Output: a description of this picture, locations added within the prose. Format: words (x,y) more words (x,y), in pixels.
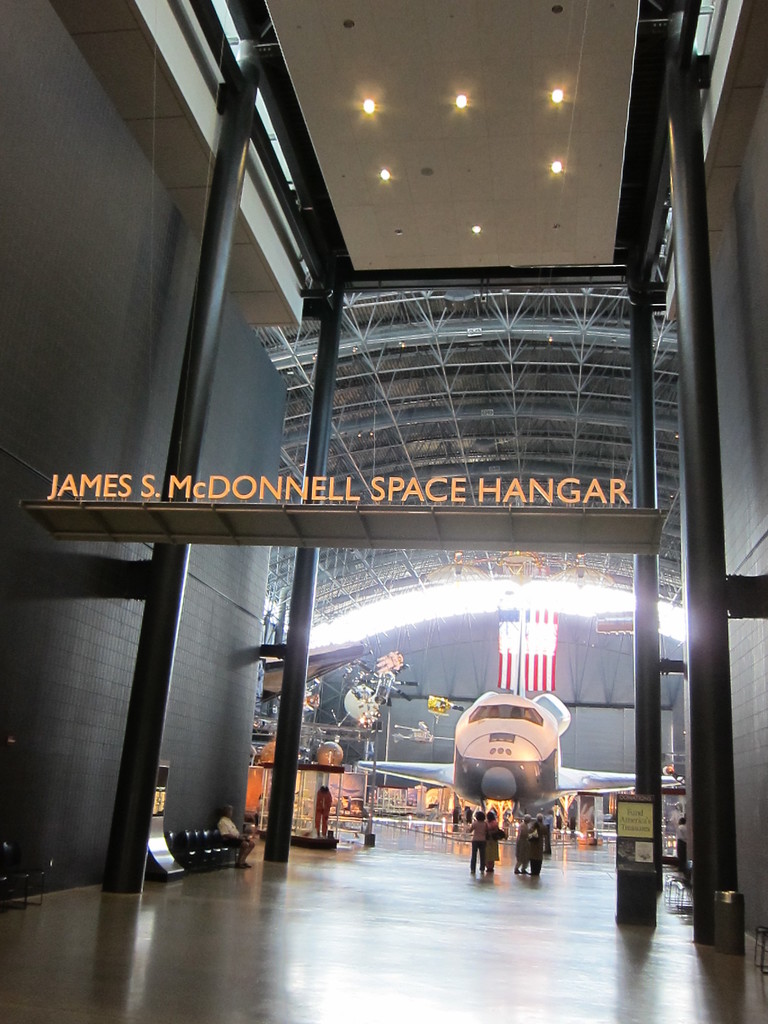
In this image, we can see an aircraft (546,792). There are a few people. We can see the ground (205,951). There are a few pillars (131,784). We can see the shed (575,652) and some lights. We can see the ground (458,909) with some objects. We can also see a flag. We can see some posters (645,810) with text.
